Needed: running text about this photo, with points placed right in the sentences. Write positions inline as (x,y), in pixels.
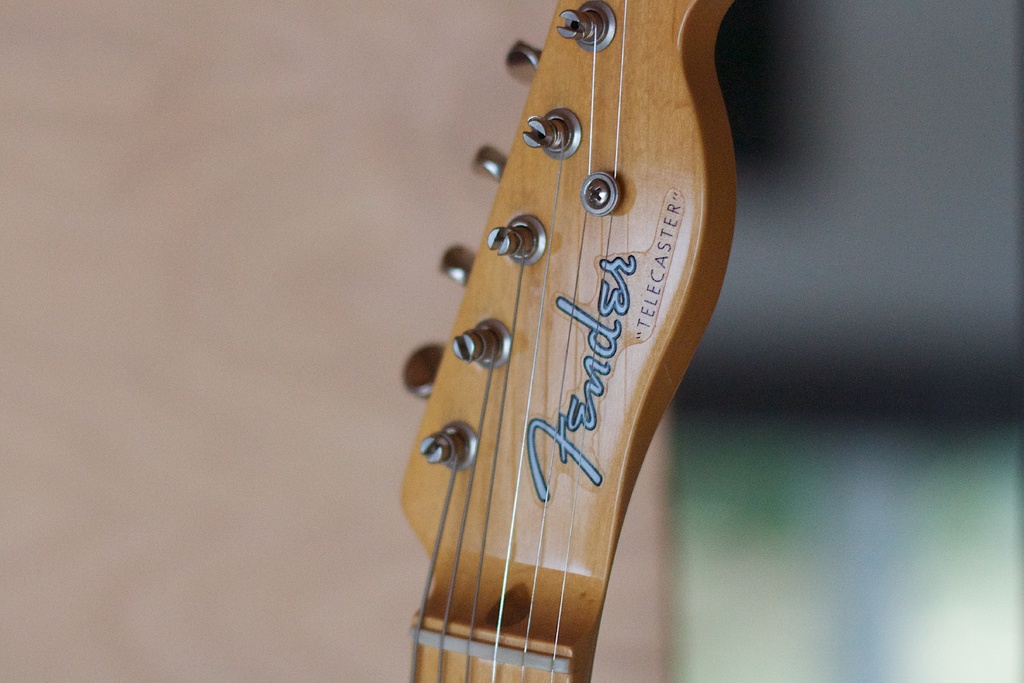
In this image we can see the strings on a guitar (555,476) and some text (542,471) on it.
